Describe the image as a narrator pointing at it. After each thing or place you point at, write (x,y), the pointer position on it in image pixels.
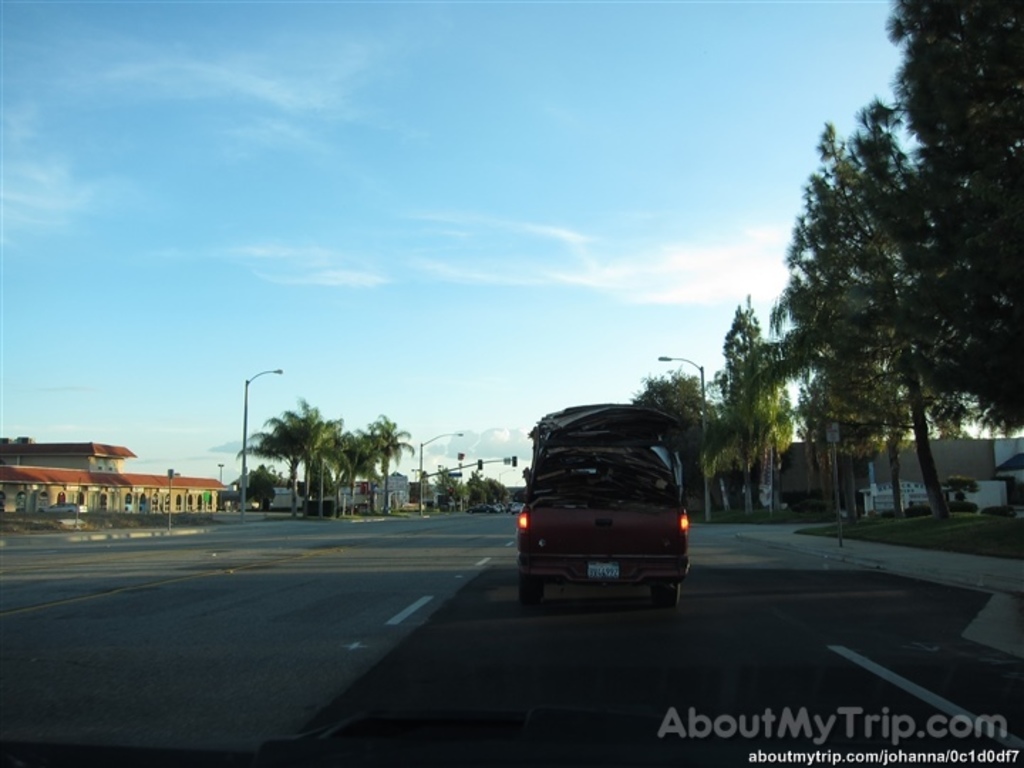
In the image we can see there is a vehicle (533,554) on the road (355,540). Behind there are trees (943,353) and there are buildings (161,509).
